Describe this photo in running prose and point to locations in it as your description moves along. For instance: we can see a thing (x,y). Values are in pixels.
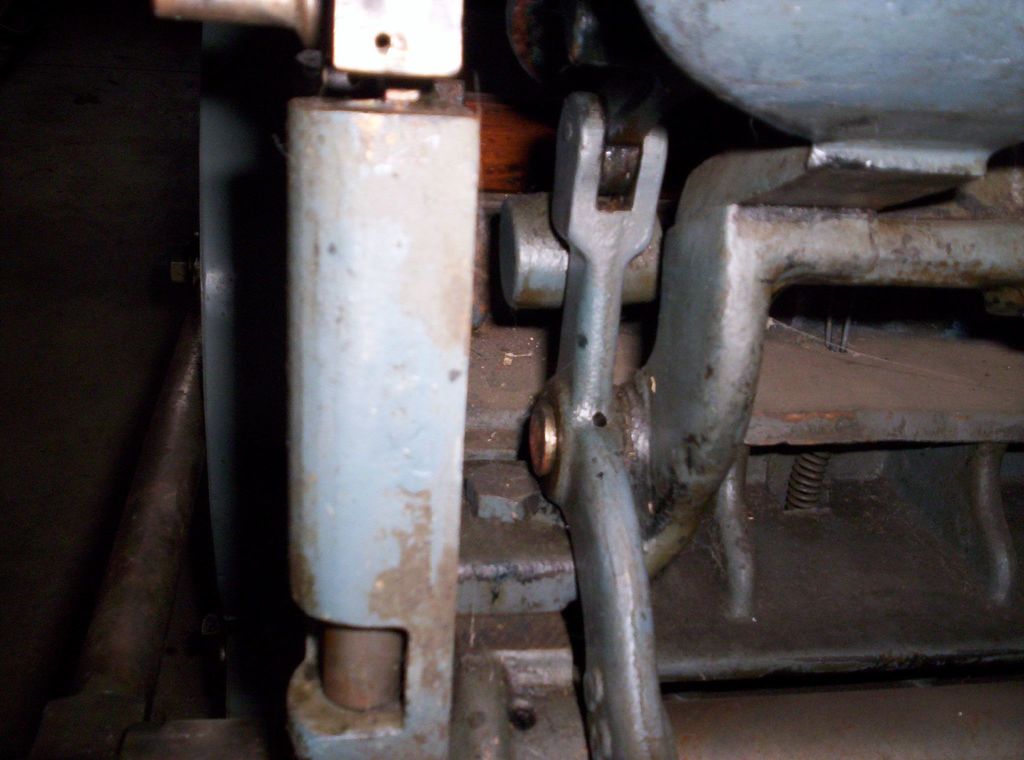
In this picture we can see machine (445,394) and metal objects (480,516).
